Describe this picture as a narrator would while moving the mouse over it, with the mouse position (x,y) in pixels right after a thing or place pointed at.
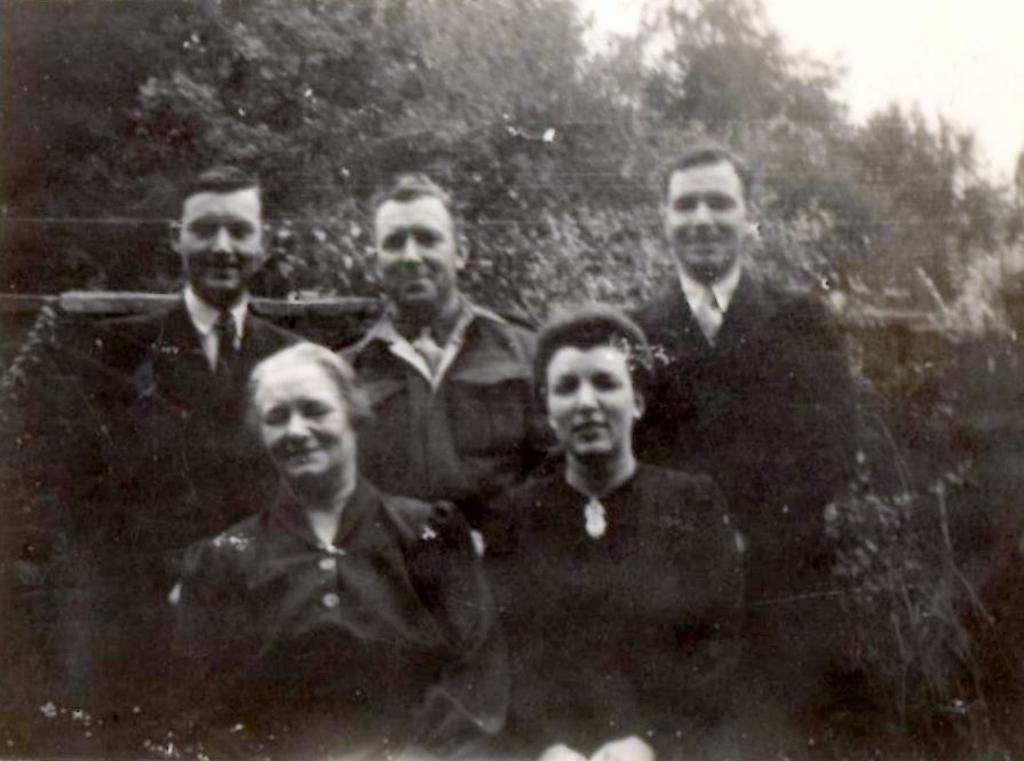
There are people (515,337) in the center of the image (464,426), there are trees (611,85) and sky (633,14) in the background area (600,121).
